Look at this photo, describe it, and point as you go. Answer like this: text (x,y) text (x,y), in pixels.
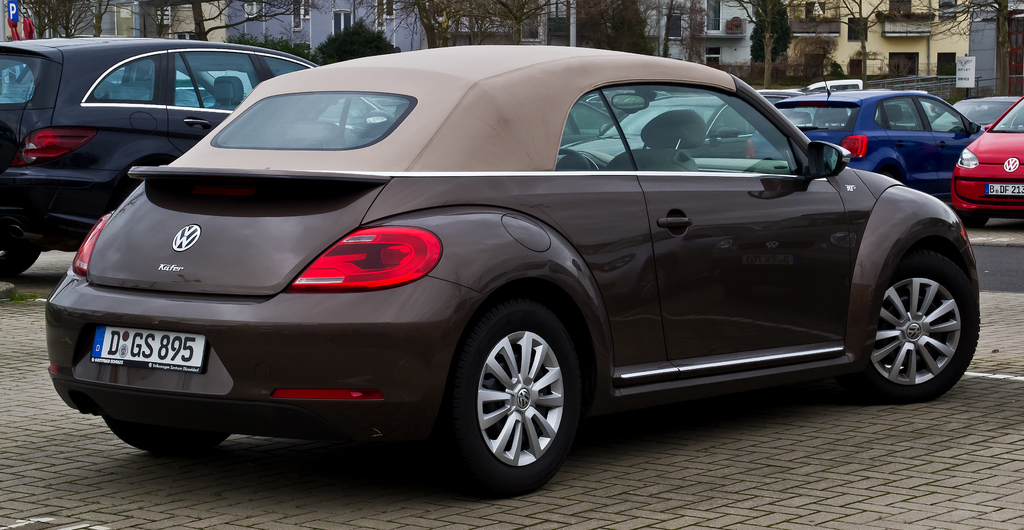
These are the cars (834,108), which are parked. In the background (298,26), I can see the trees (780,47) and buildings (312,46). At the top left corner of the image (15,2), I can see a signboard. Here is another board (965,72), which is attached to the pole (968,96).
